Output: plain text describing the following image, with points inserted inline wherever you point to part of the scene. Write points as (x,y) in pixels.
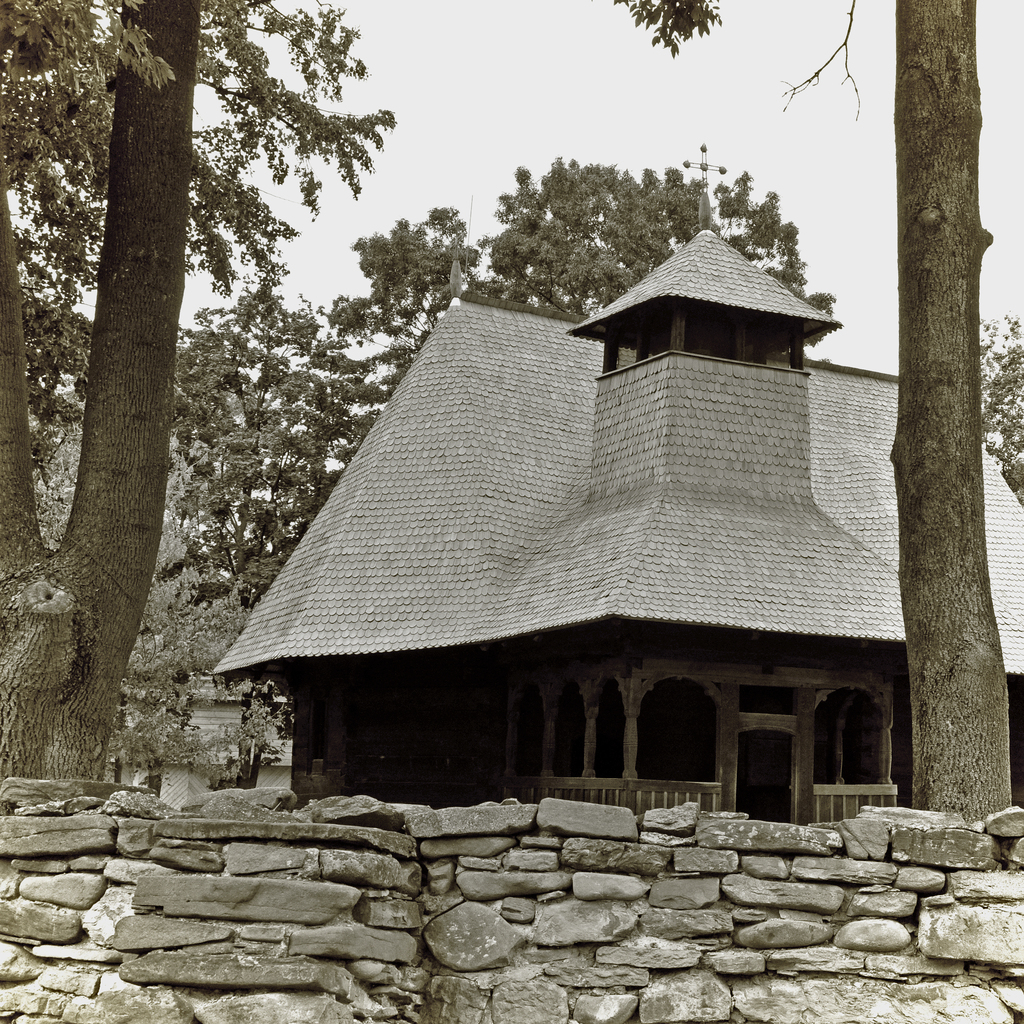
In this image, we can see a stone fence (687,891) and there is a shed (727,589). In the background (738,196), there are many trees (638,191).
